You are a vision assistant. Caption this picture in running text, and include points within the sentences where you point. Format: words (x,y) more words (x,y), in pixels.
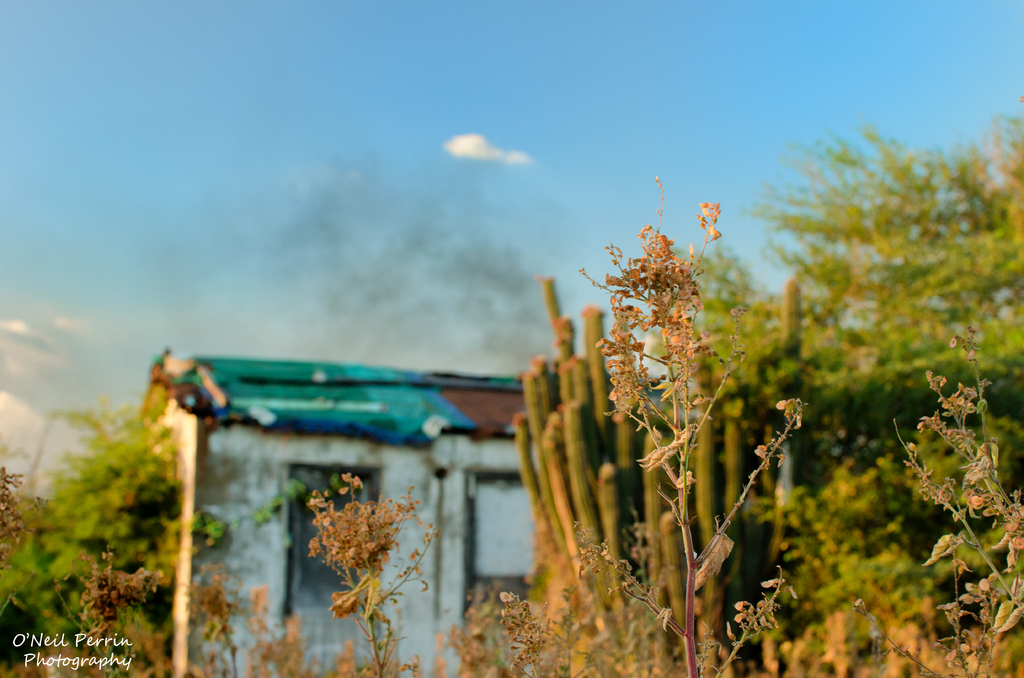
In this image, I can see plants (353,555) and trees (856,353). This looks like a house (355,449). This is the watermark (48,640) on the image. These are the clouds (479,145) in the sky (127,319).
